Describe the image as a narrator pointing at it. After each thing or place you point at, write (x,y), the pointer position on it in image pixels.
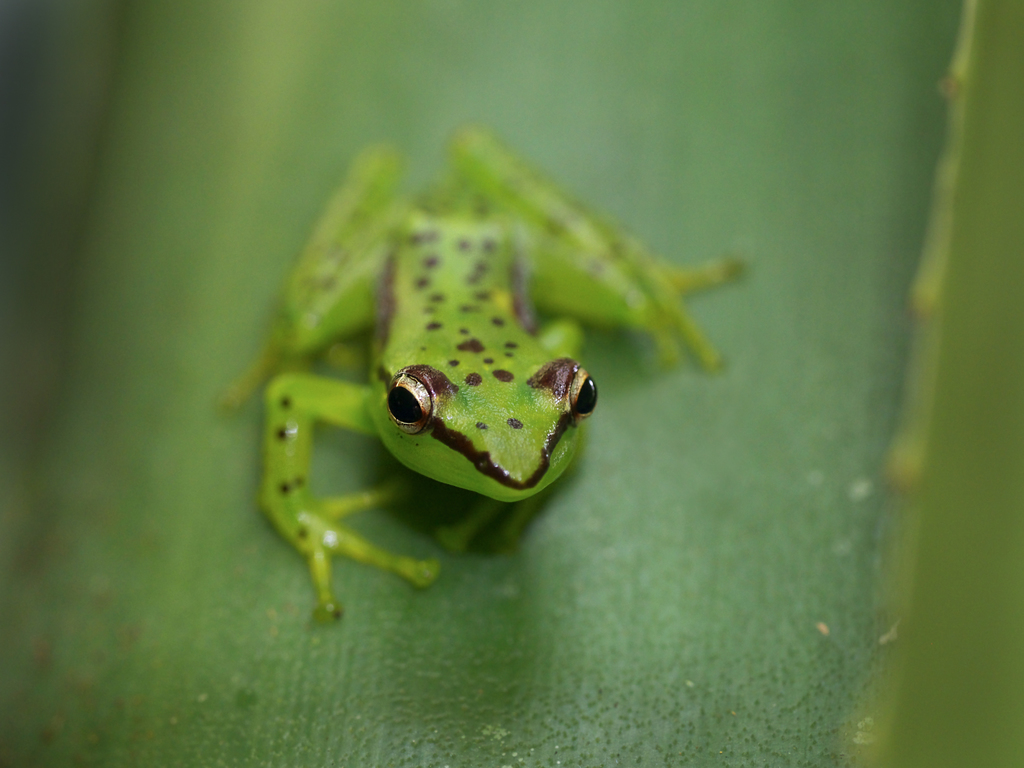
In this image I can see a frog (513,376) which is green and brown in color is on a leaf (627,153) which is green in color.
